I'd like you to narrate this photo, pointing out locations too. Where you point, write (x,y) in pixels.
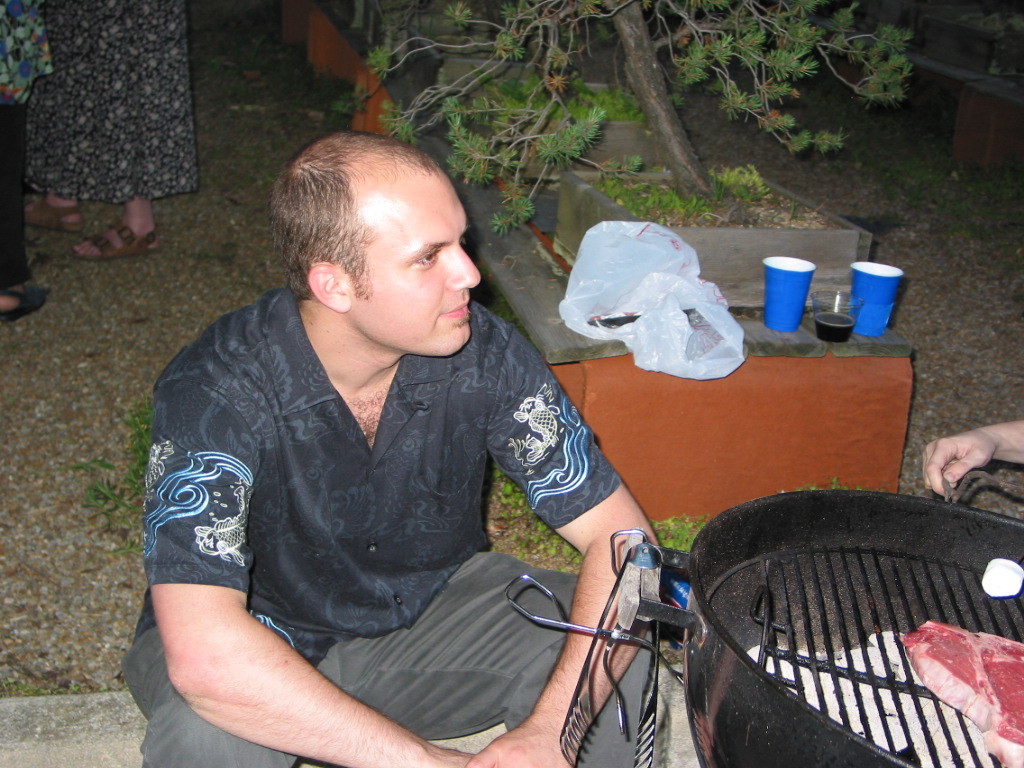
There is a man (591,573) in the center of the image (370,500) and there is a meat (929,670) on the grill (891,672) in the bottom right side (961,680) and there are glasses (773,303), plants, people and polythene (724,340) in the background area (629,151), there is another person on the right side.
